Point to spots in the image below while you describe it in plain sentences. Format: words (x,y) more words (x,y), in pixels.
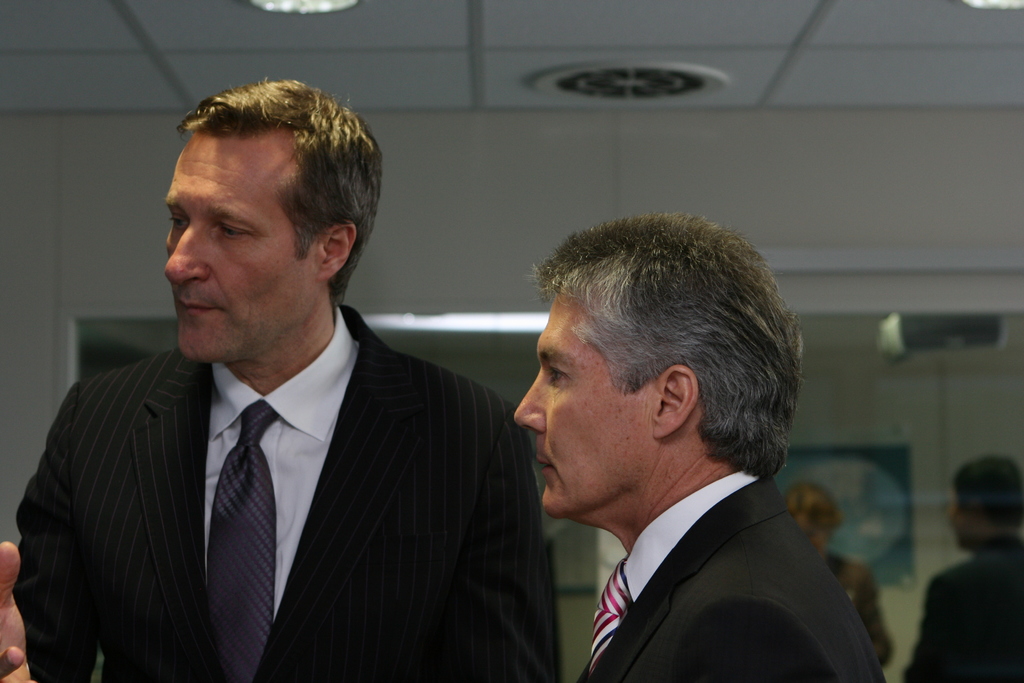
This picture seems to be clicked inside the hall (878,131). In the foreground (131,504) we can see the two persons (308,470) wearing suits (384,555) and seems to be standing. In the background (899,187) we can see the wall (887,187), roof (900,72), ceiling light (326,1), group of persons (986,579) and some other objects (617,78).
